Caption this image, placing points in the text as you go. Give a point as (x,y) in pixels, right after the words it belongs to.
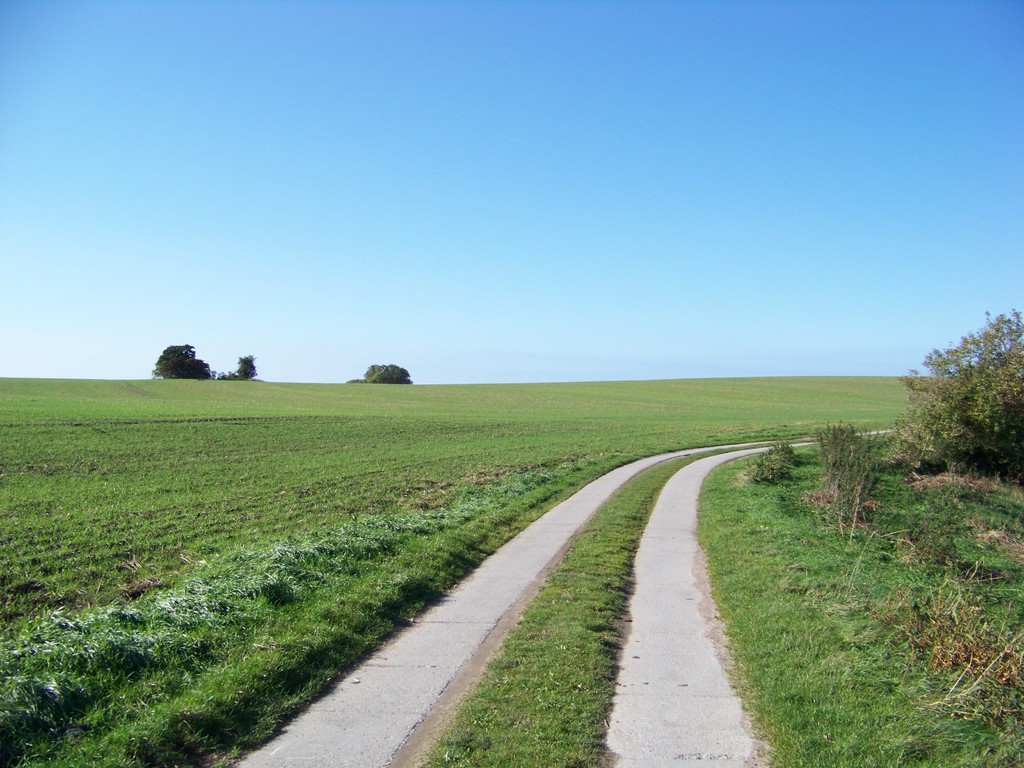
In this image I can see the grass (230,517), plants (843,526) and trees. In the background (511,238) I can see the sky (493,209).
